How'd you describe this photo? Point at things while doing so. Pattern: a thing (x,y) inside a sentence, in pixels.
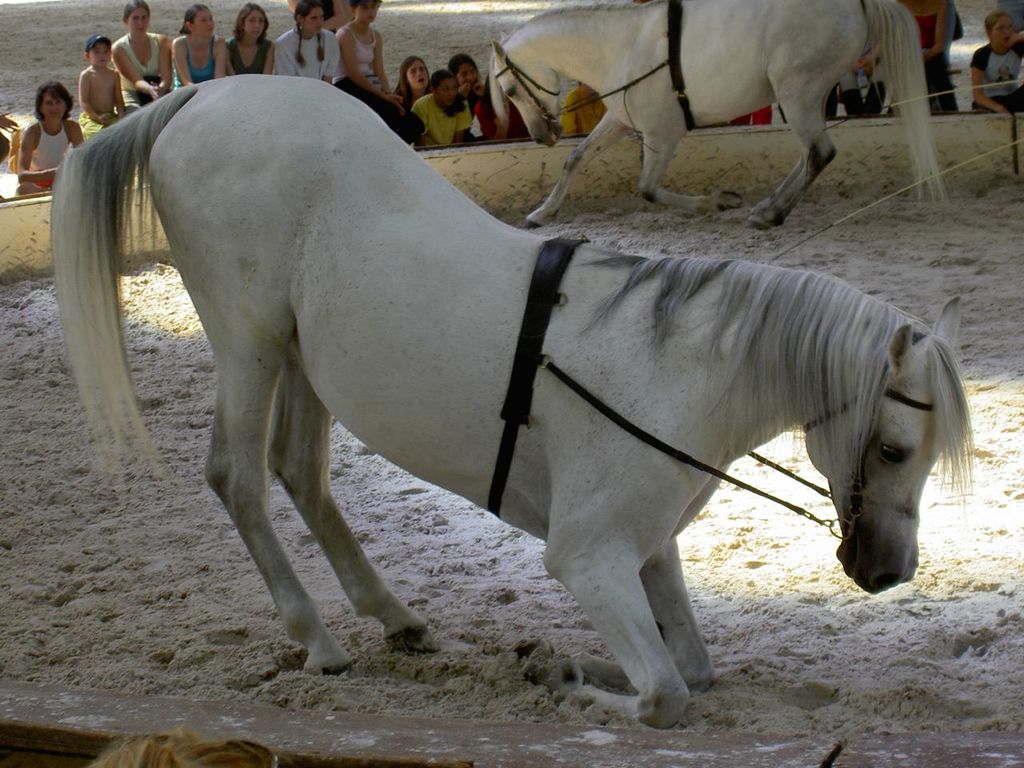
In the image there are two horses (421,224) on the sand surface (41,308) and around the horses (202,87) there are many people (190,81).
